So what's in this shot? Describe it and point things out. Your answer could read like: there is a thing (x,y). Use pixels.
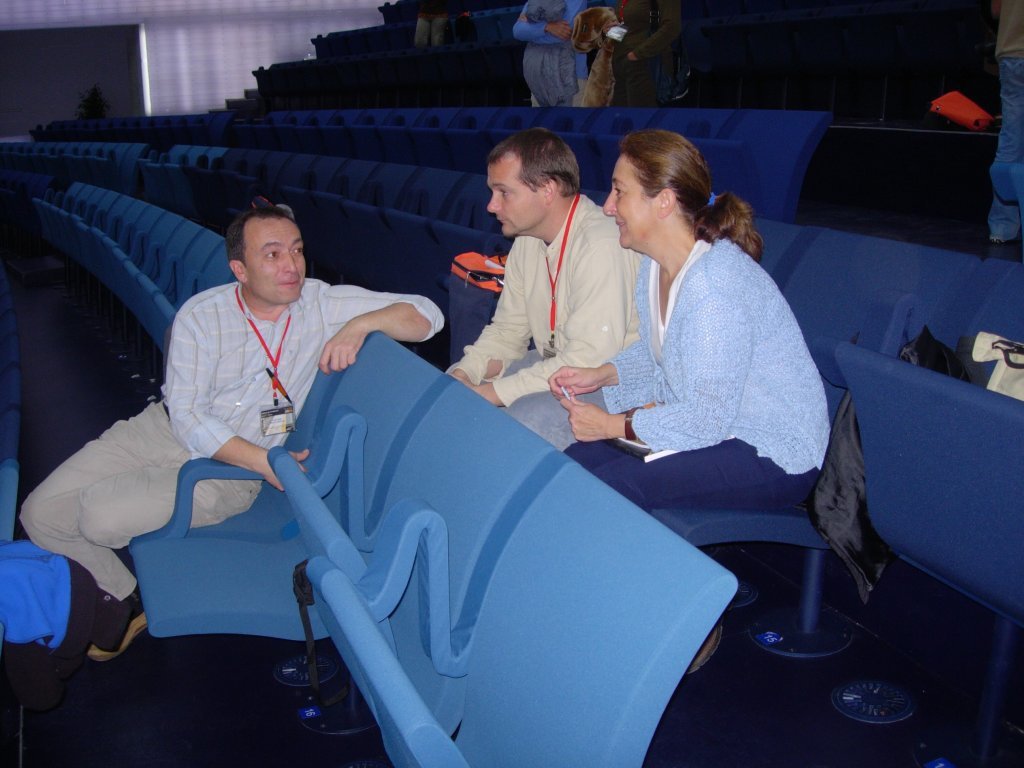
In this image I can see few people (490,356) sitting on the chairs (561,116) and few people (563,101) are standing. I can see few objects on the chairs (889,394). I can see the white and black color background (119,59).
